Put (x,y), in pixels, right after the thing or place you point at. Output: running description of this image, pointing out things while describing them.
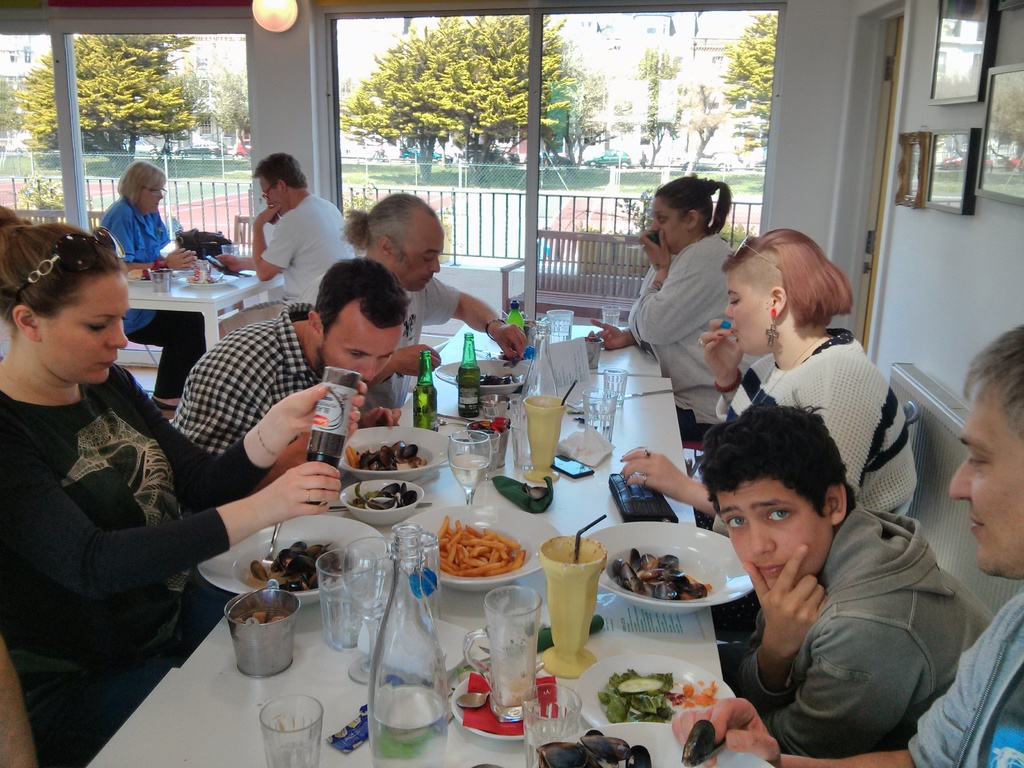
In this image few people (240,426) are having food (443,534). In the middle (353,490) on the table (495,470) there are food (456,552), plates (459,626), bowls (523,539), glasses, bottles (470,374) and bag (639,486). There are chairs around the table (661,425) on those people (714,460) are sitting. In the background (551,154) there are glass walls (433,110) through which we can see outside there are trees (476,126), fence (520,189), vehicles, building (685,49). In the right (955,179) on the wall (914,123) there are photo frames (941,173).
